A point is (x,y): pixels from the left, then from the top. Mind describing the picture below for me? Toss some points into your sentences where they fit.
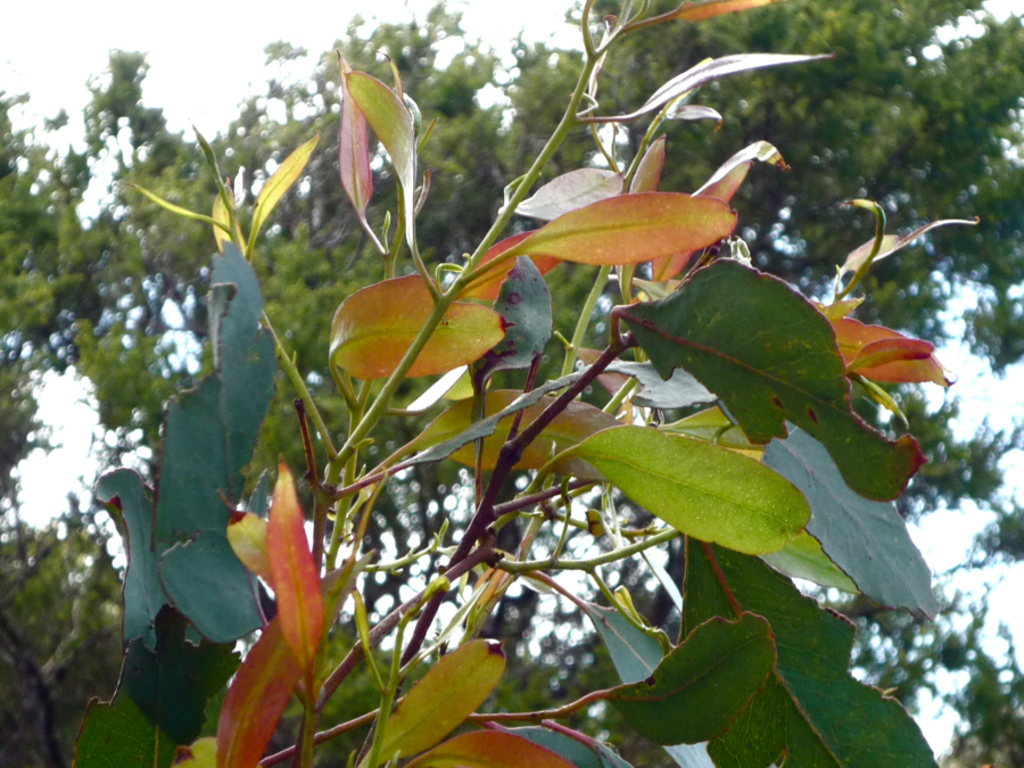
In this image in the front (702,535) there are plants (336,498). In the background (304,328) there are trees (452,247) and the sky (255,71) is cloudy.
